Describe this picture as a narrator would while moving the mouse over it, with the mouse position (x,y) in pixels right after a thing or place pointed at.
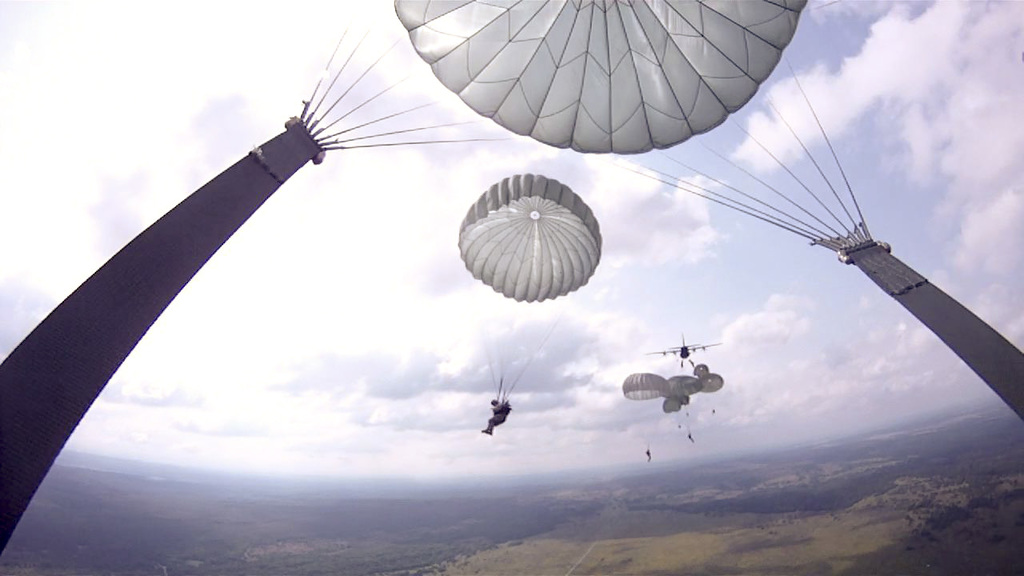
In this image we can see some people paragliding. We can also see an airplane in the sky (606,333). The sky (463,340) looks cloudy. In the foreground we can see a parachute (759,70). On the bottom of the image (492,542) we can see a group of trees (490,541) and the land (277,557).
